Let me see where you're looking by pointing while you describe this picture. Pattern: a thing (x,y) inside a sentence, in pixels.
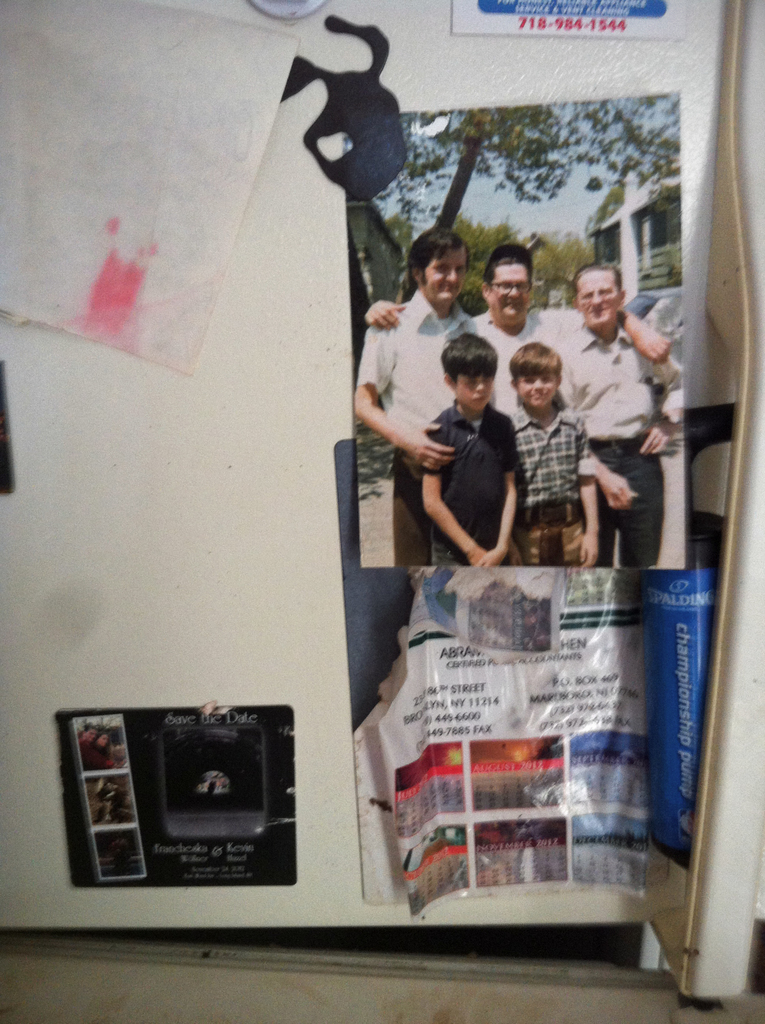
In this image there are some photos (589,212) and paper (283,54) and some objects (338,111), and in the background (723,57) it might be a door (721,64). At the bottom (318,966) there is a board (467,990).
